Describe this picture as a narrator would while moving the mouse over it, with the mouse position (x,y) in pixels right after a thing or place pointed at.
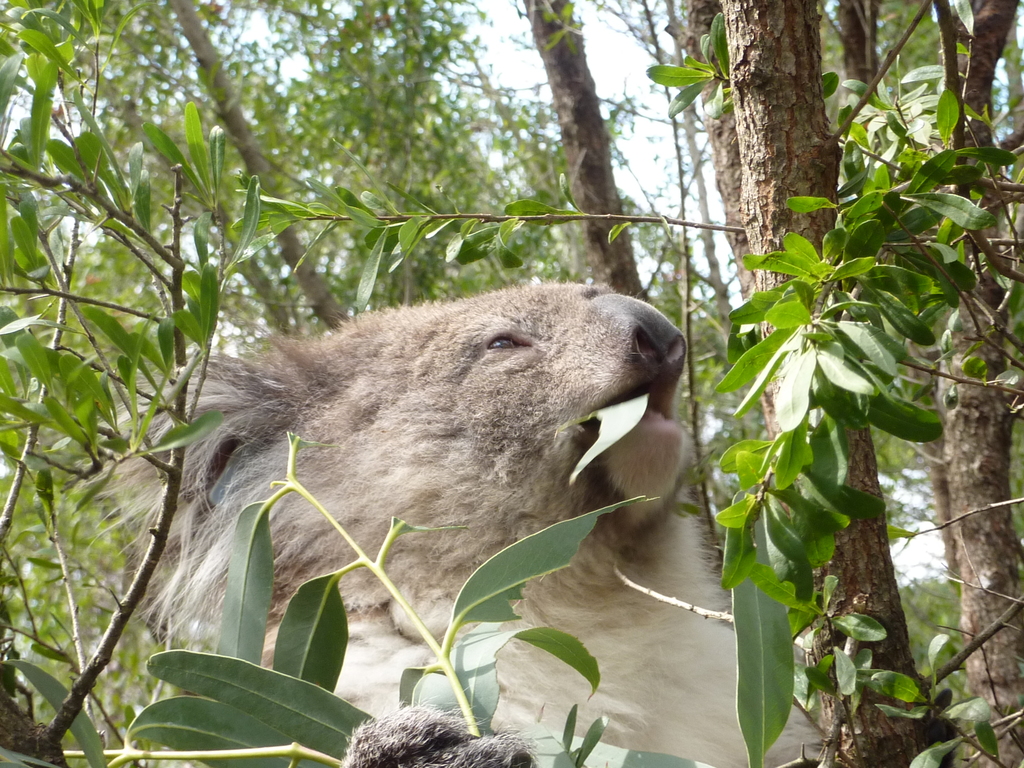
In the image there is an animal (516,529). And also there are stems (150,527) with branches (77,354) and leaves (88,377). In the background (54,637) there are trees (286,9).
